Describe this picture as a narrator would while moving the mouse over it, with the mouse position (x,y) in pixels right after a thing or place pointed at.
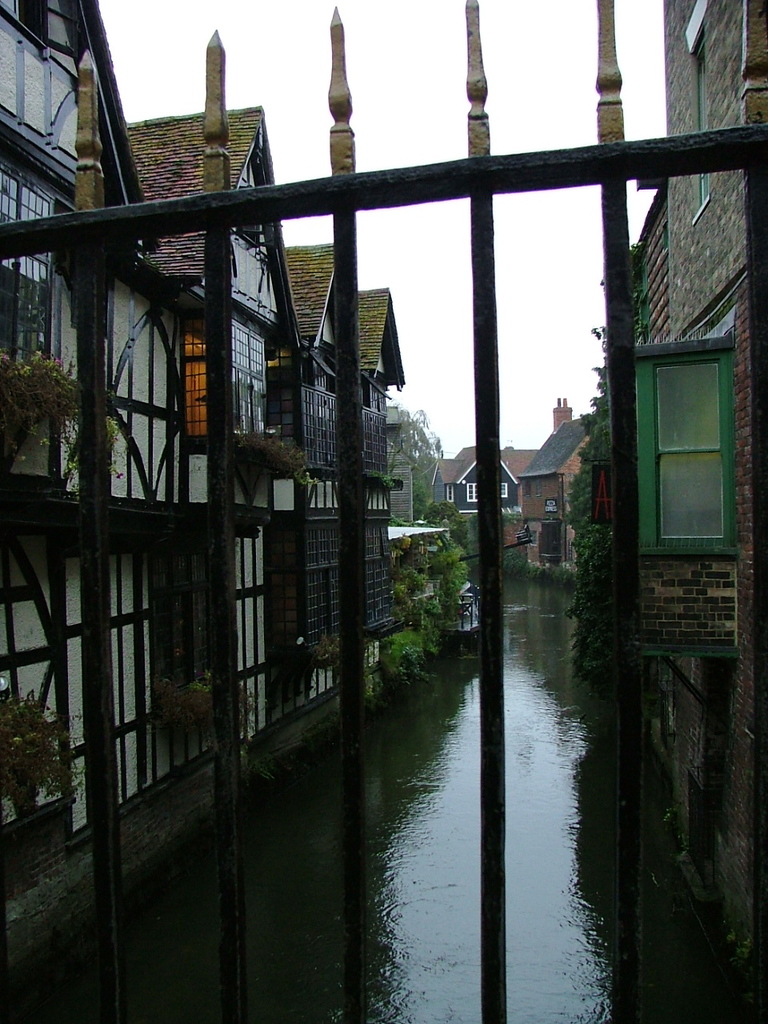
In this image we can see the railing (104,216) and there are some buildings (727,626) in the background (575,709) and we can see the canal (579,702) in between the buildings (673,641). We can see some plants (589,541) and trees (472,523) and at the top (446,21) we can see the sky (523,292).
